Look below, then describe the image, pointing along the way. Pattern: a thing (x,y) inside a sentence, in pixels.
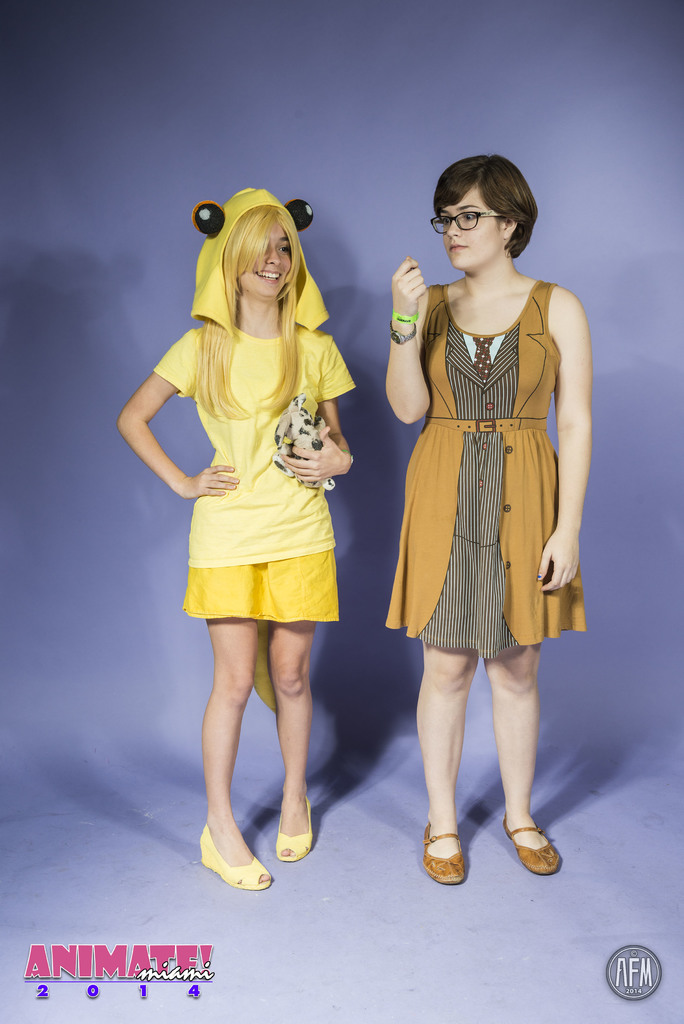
In this image there are two girls (344,364) standing, one of the girls (318,397) is holding a toy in her hand (345,458) with a smile on her face (286,250).
